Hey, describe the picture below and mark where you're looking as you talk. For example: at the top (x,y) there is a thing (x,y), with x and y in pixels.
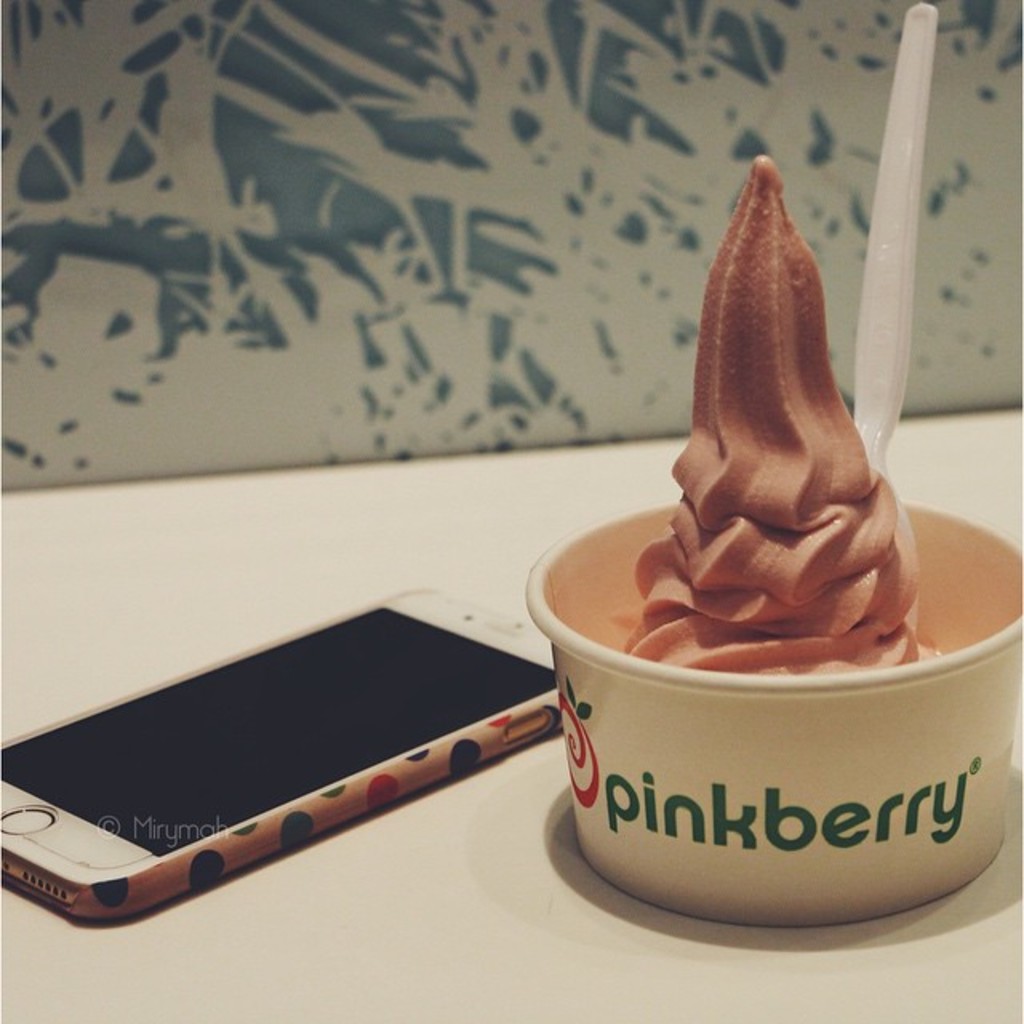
In this picture we can see food (839,497) and a spoon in the cup (943,562), beside the cup (837,697) we can see a mobile (399,645).
